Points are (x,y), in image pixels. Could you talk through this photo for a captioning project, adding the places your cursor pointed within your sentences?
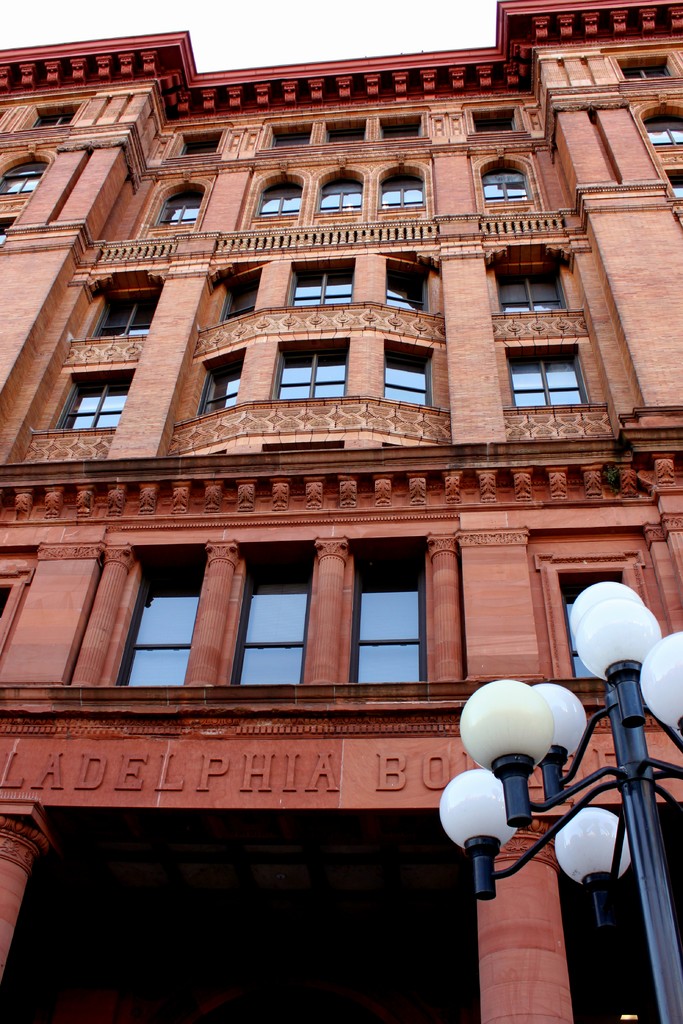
There is a building (222,298) with glass windows (298,365). On the building (228,728) something is written. On the right side (526,697) there is a pole (616,767) with lights (652,693).
